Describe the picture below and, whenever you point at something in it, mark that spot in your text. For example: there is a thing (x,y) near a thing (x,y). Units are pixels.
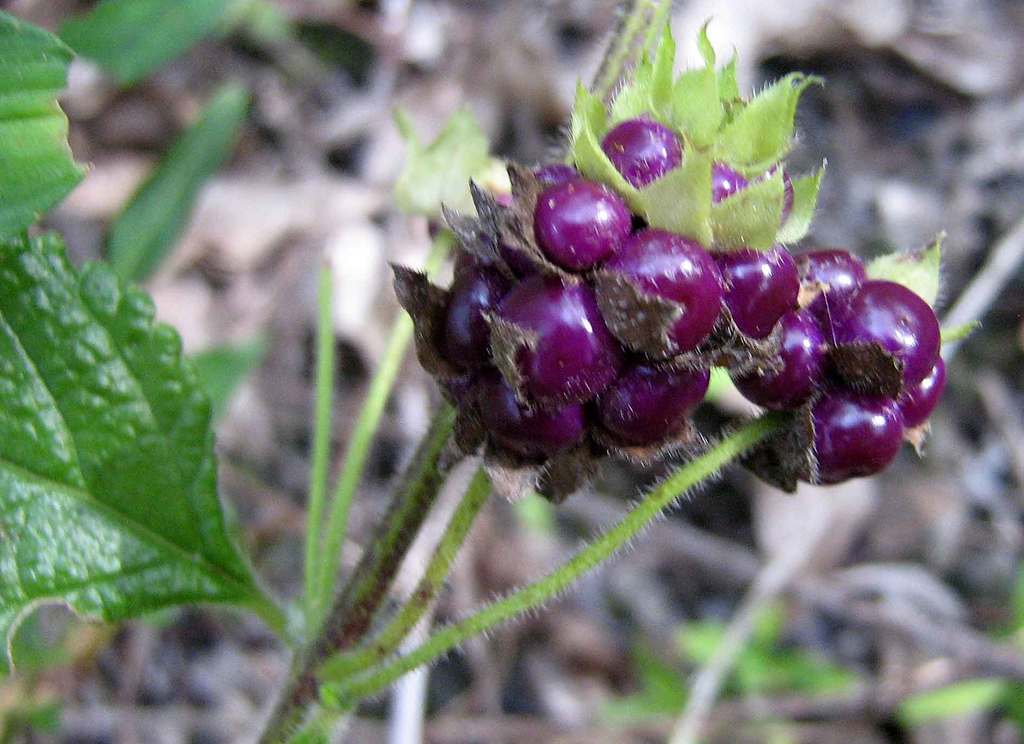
In this picture we can see fruits (636,382) and leaves (46,422), there is a blurry background (888,131).
